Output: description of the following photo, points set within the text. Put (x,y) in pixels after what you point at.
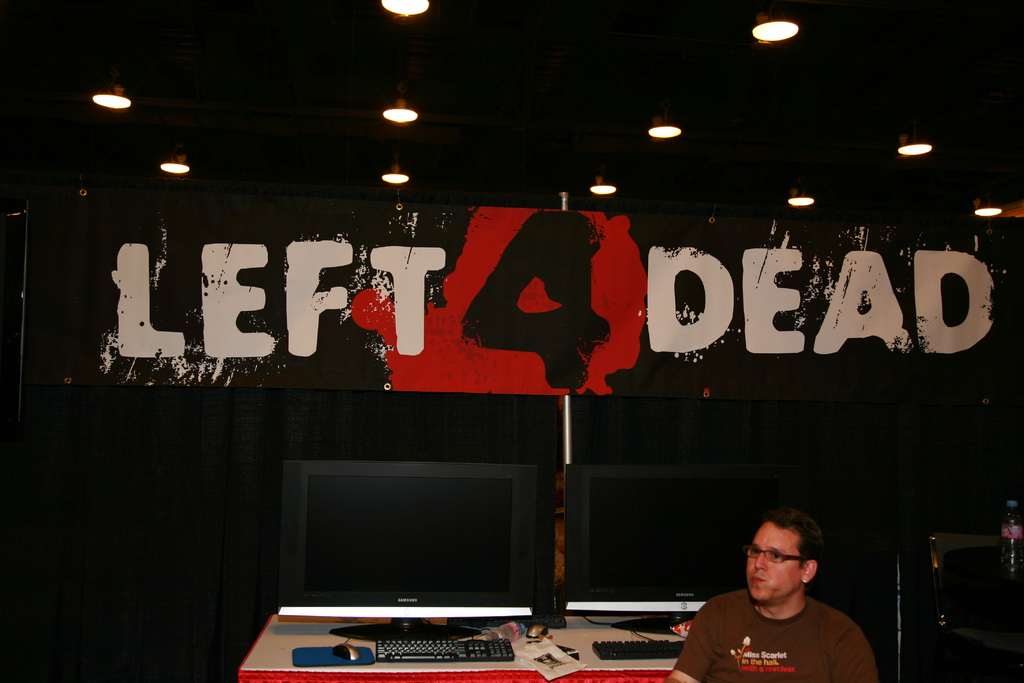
In this picture we can see a man (737,603), he wore spectacles (773,551), behind to him we can find monitors (502,539), keyboards (504,651), mouses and other things (519,636) on the table (586,630), beside to him we can see a bottle (1010,538), in the background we can see a hoarding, metal rod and few lights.
